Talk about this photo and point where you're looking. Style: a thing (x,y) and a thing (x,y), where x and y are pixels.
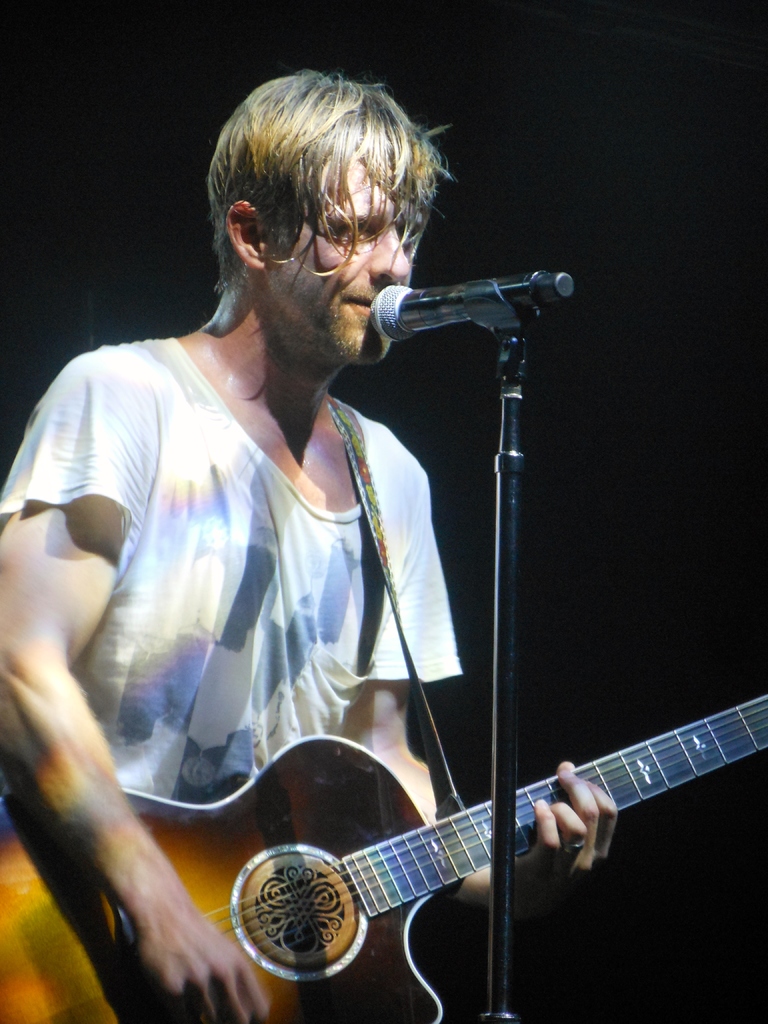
There is a man (215,594) with smiling face (381,344) and playing guitar (300,804).
